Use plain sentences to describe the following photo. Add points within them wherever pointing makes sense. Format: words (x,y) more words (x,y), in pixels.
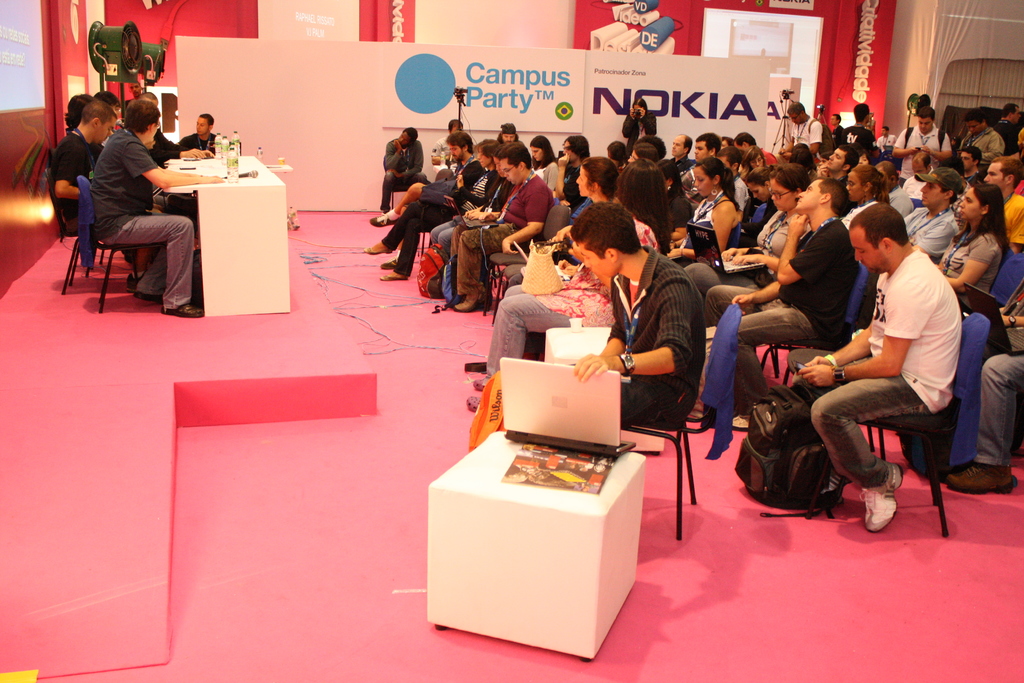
In this image there is a conference in which there are people (655,283) sitting in chair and listening to the people (178,151) who are on the stage (119,360). It seems like an event in which there is a conversation between the media people (578,203) and the owners (146,118). At the background (334,60) there is a big hoarding (429,64) and the wall (472,26) beside it.
